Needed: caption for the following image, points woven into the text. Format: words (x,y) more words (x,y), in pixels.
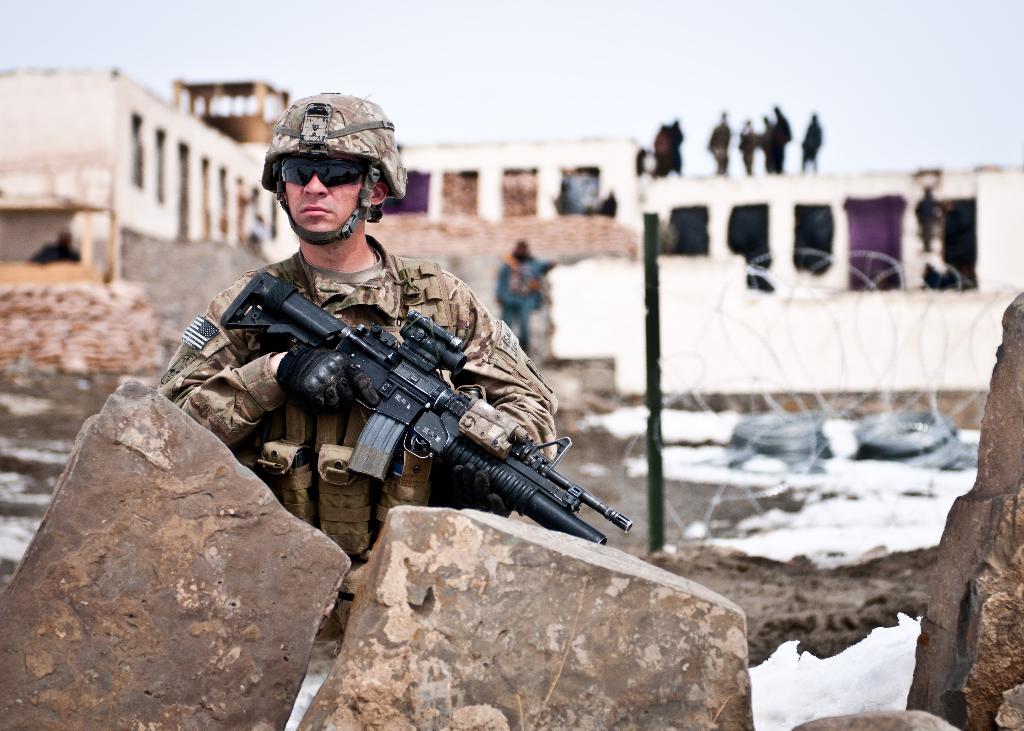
In this picture a military man (424,475) holding a gun (428,419), he is looking at other side. He wore military dress (325,301) and military helmet (319,140). He wore goggles (350,176), backside of this man (361,185) group of people (773,162) standing on a building (697,193). This building (828,313) with white wall (759,325). The sky (633,84) is in white color. In-front of this man (324,214) there are 2 stones (264,610). The wire (803,438). The land (722,448) is covered with snow (845,678). Pole (660,502).
